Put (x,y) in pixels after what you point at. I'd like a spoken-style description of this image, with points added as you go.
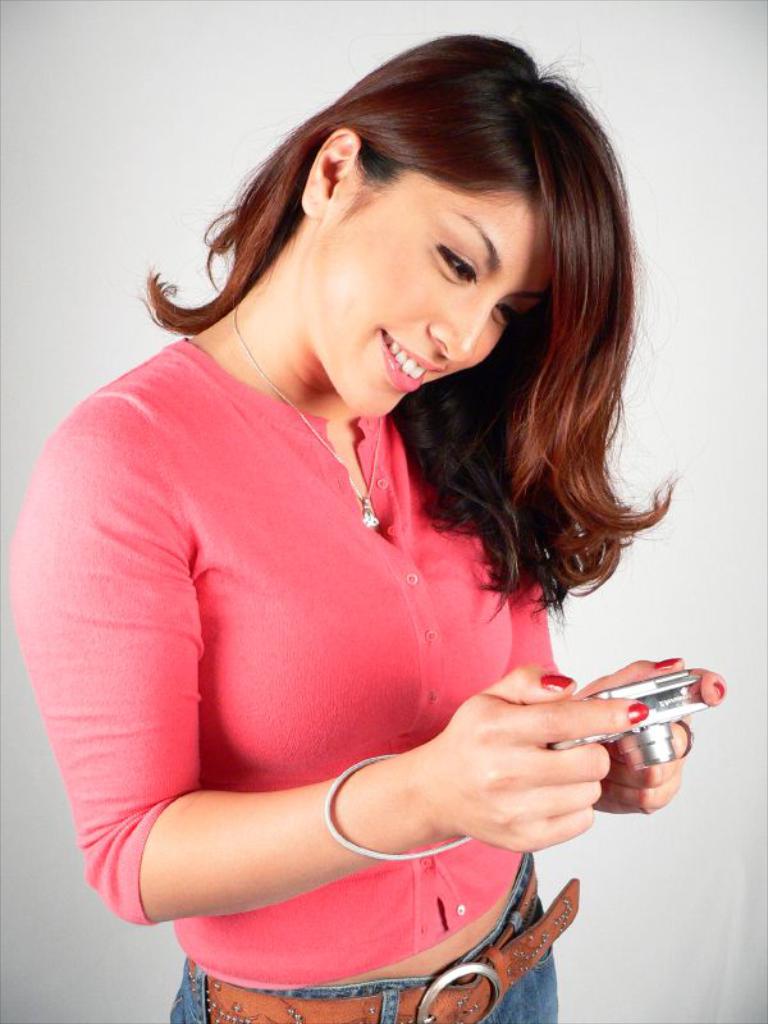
In the center of the image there is a lady (603,802) holding a camera (682,708). In the background of the image (200,205) there is wall (267,129).
